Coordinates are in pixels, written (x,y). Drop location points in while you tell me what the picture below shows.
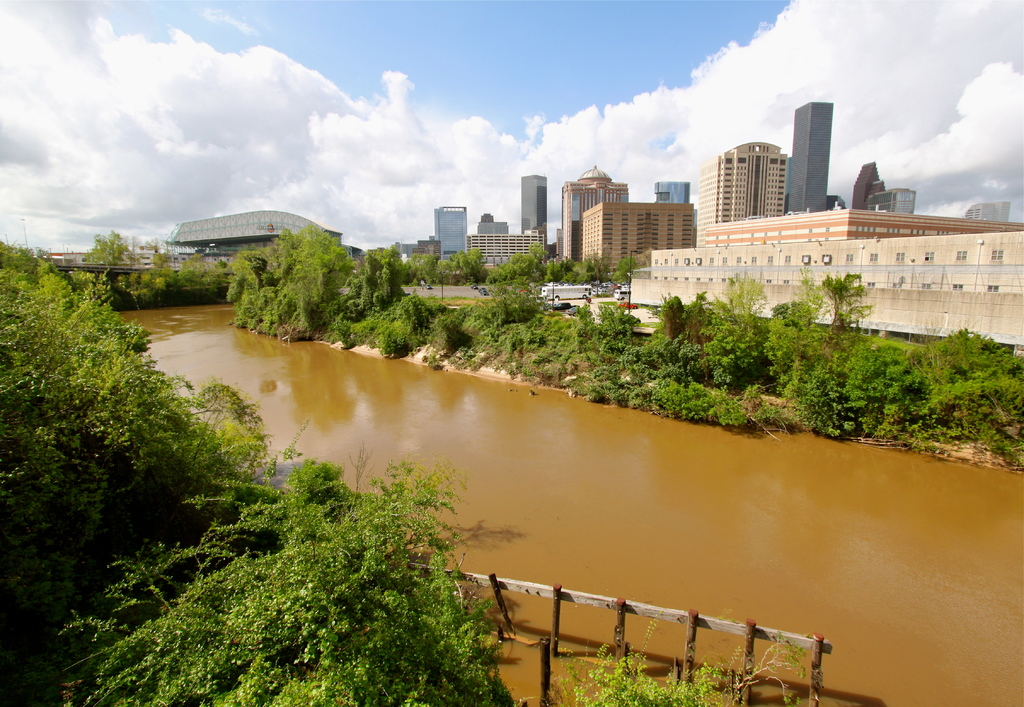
Beside this water (432,465) there are plants (535,364) and trees (66,416). Sky (321,110) is cloudy. Background (792,232) there are buildings (758,232) and vehicles (584,290).
